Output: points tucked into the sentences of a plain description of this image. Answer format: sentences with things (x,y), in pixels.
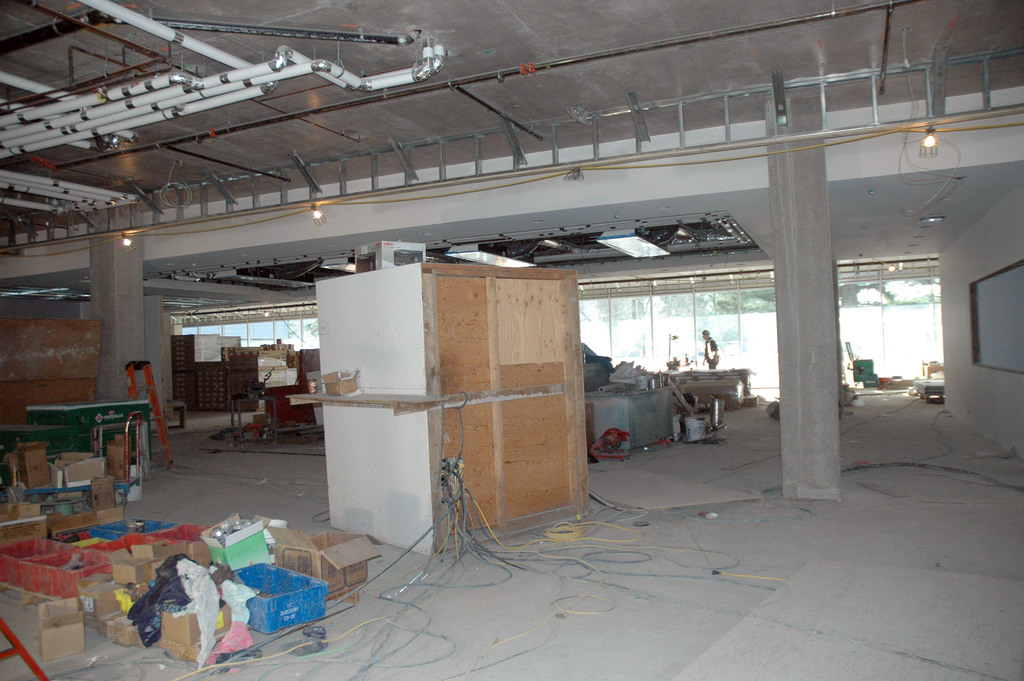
In this picture I can see few carton boxes (21,507) on the floor (854,616) and I can see wooden boxes (572,453) and few lights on the ceiling (679,188) and I can see a human (714,345) standing.
